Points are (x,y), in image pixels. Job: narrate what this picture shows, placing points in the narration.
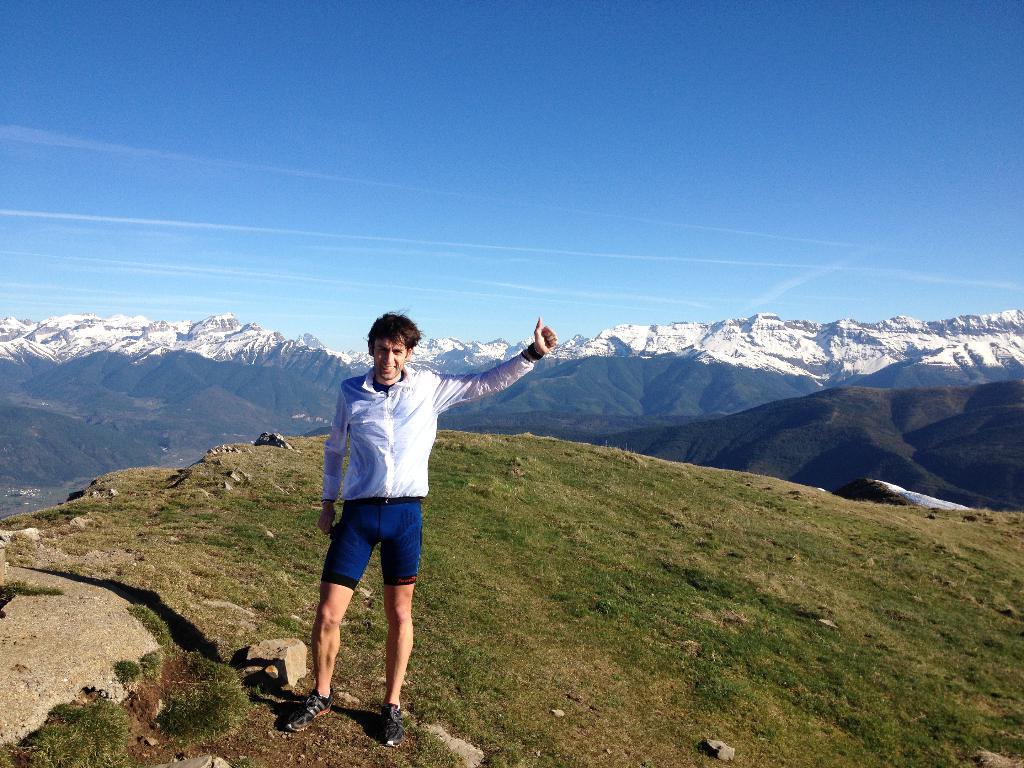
In this image I can see a person (401,466) wearing white and blue colored dress (395,513) is standing on the ground (374,661). I can see few rock (287,642) and some grass (562,620). In the background (234,328) I can see few mountains (338,364), some snow (707,356) on the mountains (321,374) and the sky (456,173).
